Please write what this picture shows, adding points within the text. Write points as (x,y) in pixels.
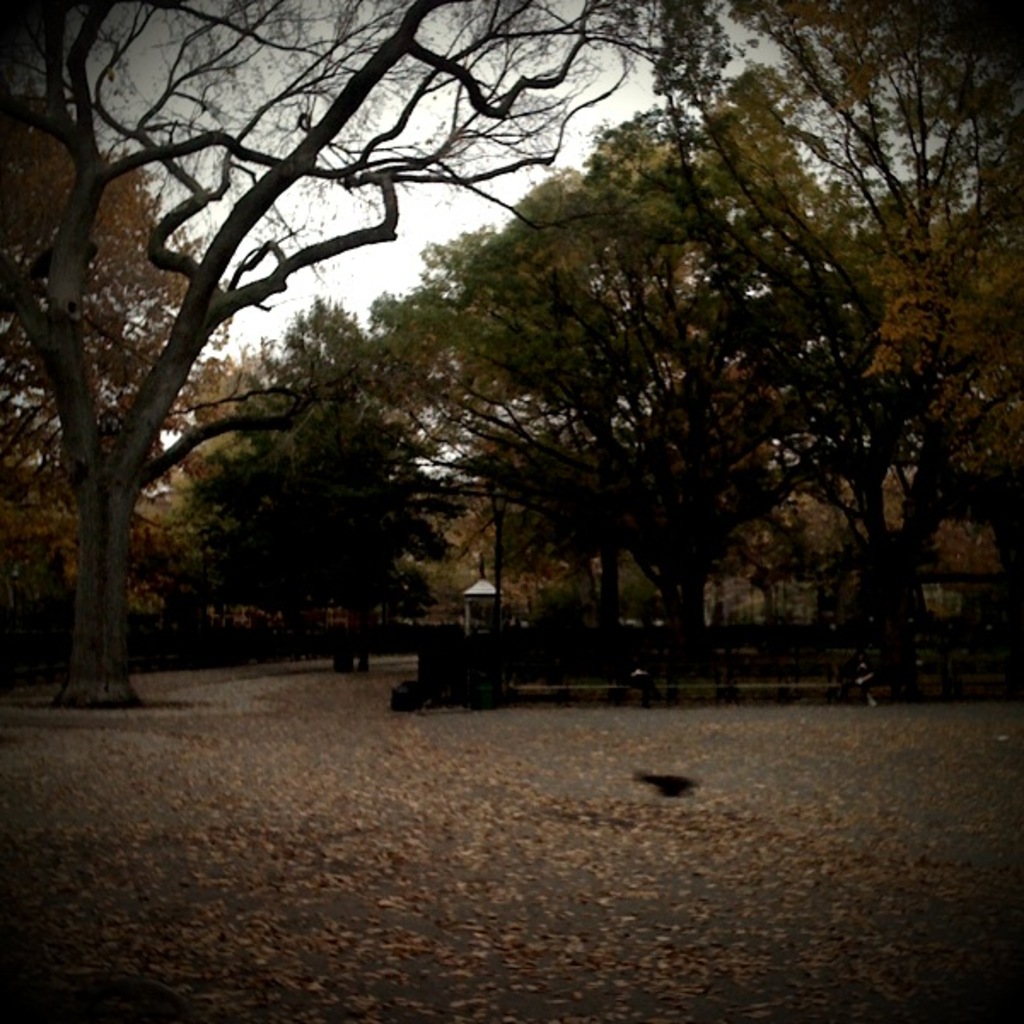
In this picture we can see trees (204,427), at the bottom (522,852) there are some leaves (460,841), it looks like a person (859,678) is sitting on a bench (841,678) on the right side (874,681), we can see the sky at the top of the picture (430,102).
